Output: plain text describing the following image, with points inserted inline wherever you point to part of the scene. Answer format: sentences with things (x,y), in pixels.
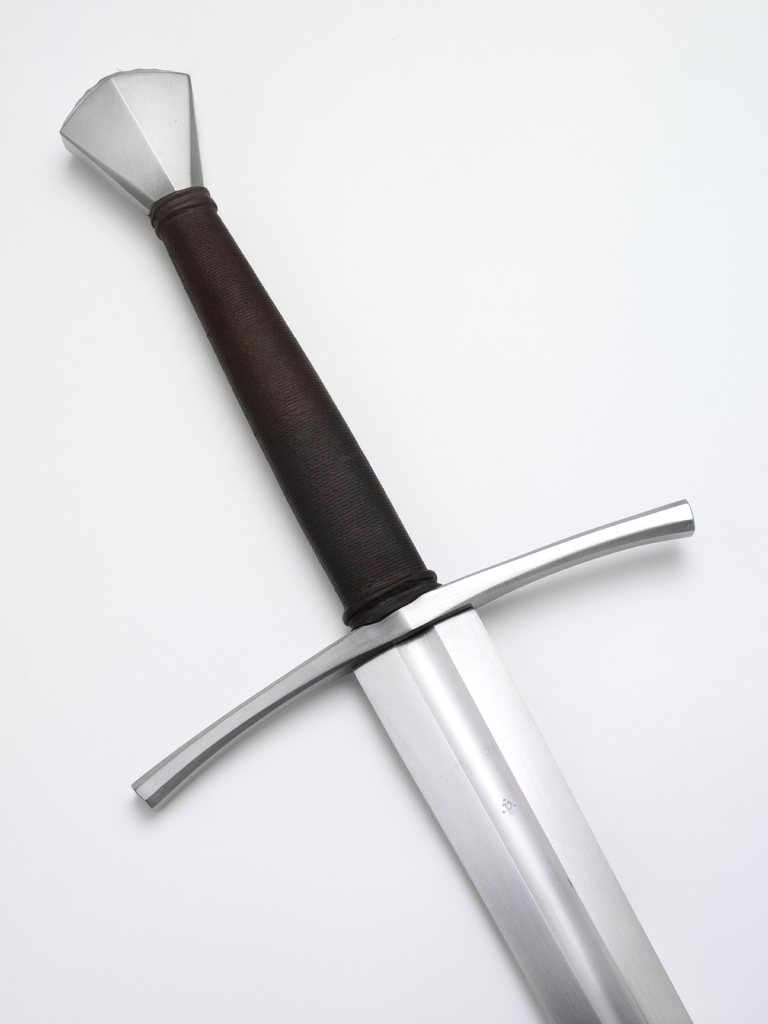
In this picture I can see a sword (435,654) in the middle of an image (337,553).
